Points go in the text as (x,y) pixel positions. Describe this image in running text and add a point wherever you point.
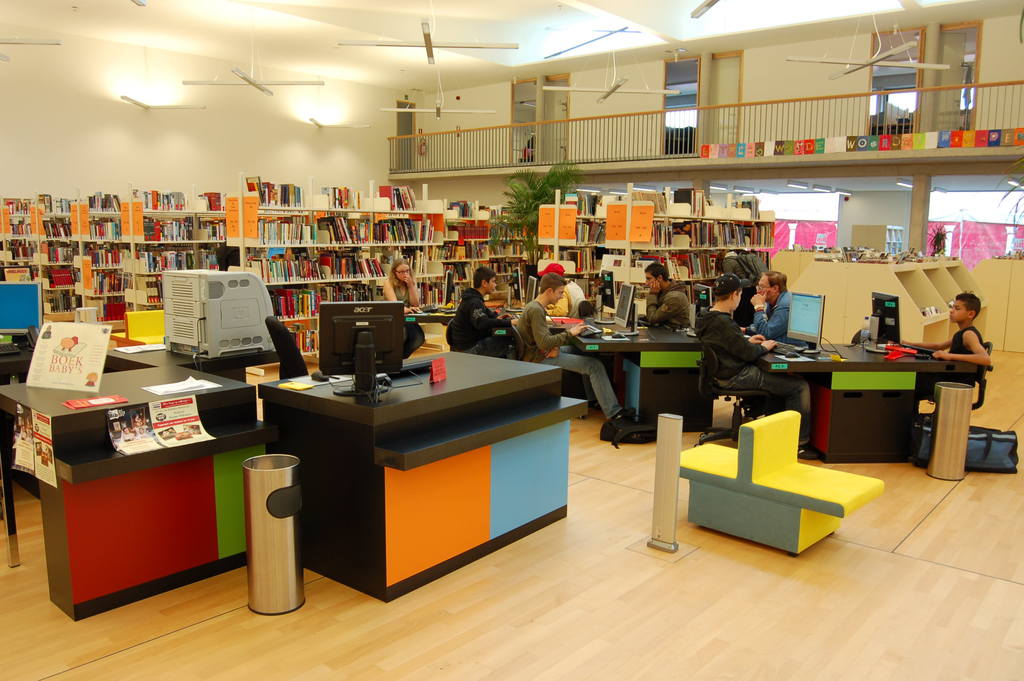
In this picture we can see some persons (701,342) sitting on the chairs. These are the tables (74,531). This is the floor (649,618). On the table (428,397) there are monitor (355,337), keyboard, mouse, and paper (212,385). This is the bin (257,525). On the background (109,217) we can see the rack (384,205), and there are some books (267,257) in that. These are the lights (140,109) and this is the wall (74,140).
